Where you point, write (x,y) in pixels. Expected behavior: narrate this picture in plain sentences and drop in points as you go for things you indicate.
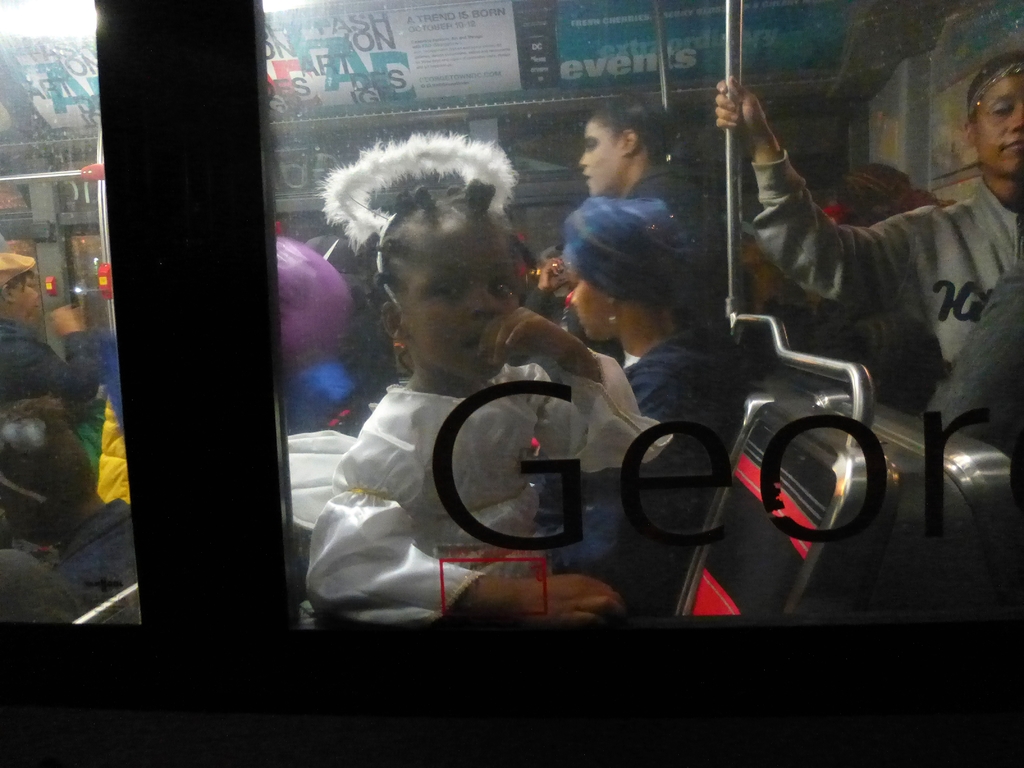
In this picture we can see text (539,472) on glass (529,458), through this glass (391,389) we can see people (691,447), rods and boards (93,71).
